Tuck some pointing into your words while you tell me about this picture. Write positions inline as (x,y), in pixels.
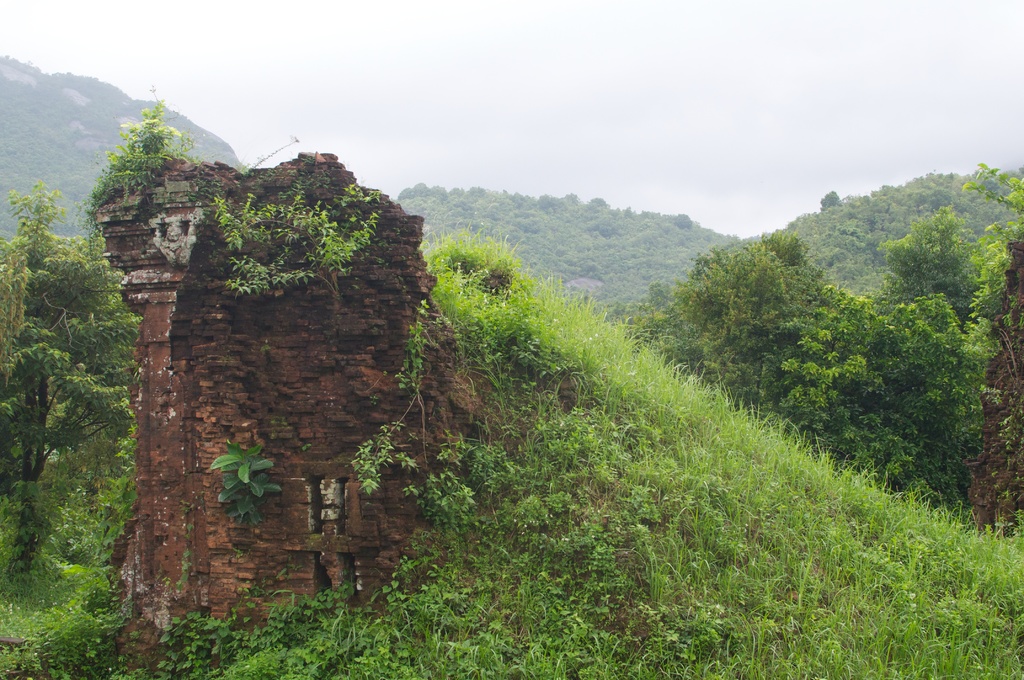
In this image we can see trees (652,310), grass (551,311), hills (532,219), sky (421,121) and clouds (711,99).
